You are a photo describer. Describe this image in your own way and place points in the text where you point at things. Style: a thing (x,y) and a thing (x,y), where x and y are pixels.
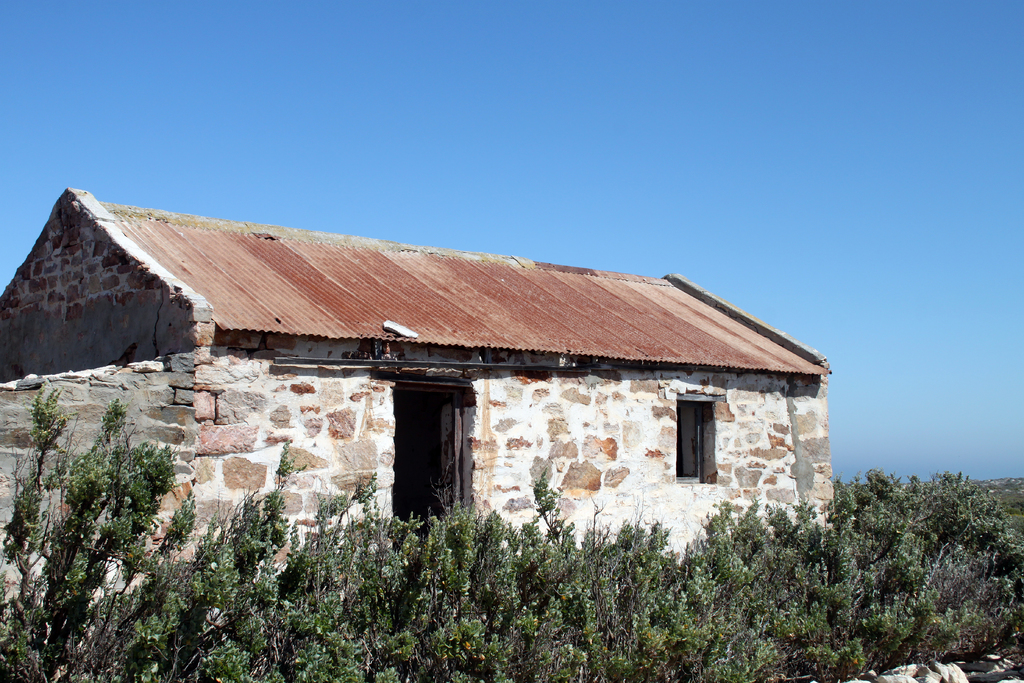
In this image, we can see a roof house (448,400). There are some plants (647,570) at the bottom of the image (542,572). At the top of the image (518,125), we can see the sky (337,102).
